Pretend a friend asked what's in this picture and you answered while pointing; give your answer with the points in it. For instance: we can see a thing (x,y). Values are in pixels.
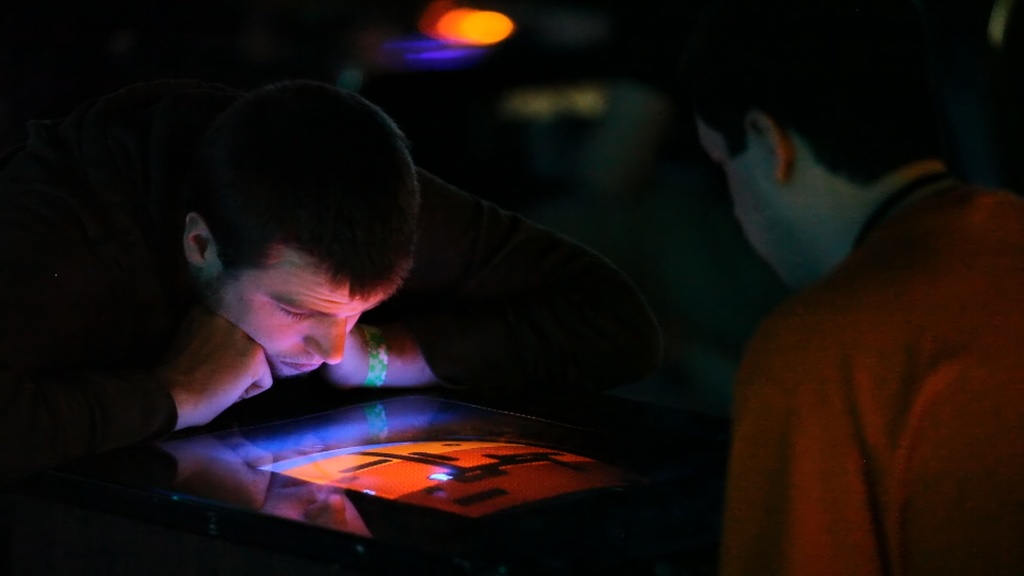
In this picture we can see two men (428,297) looking at a screen (300,518) and in the background (252,12) it is dark.
